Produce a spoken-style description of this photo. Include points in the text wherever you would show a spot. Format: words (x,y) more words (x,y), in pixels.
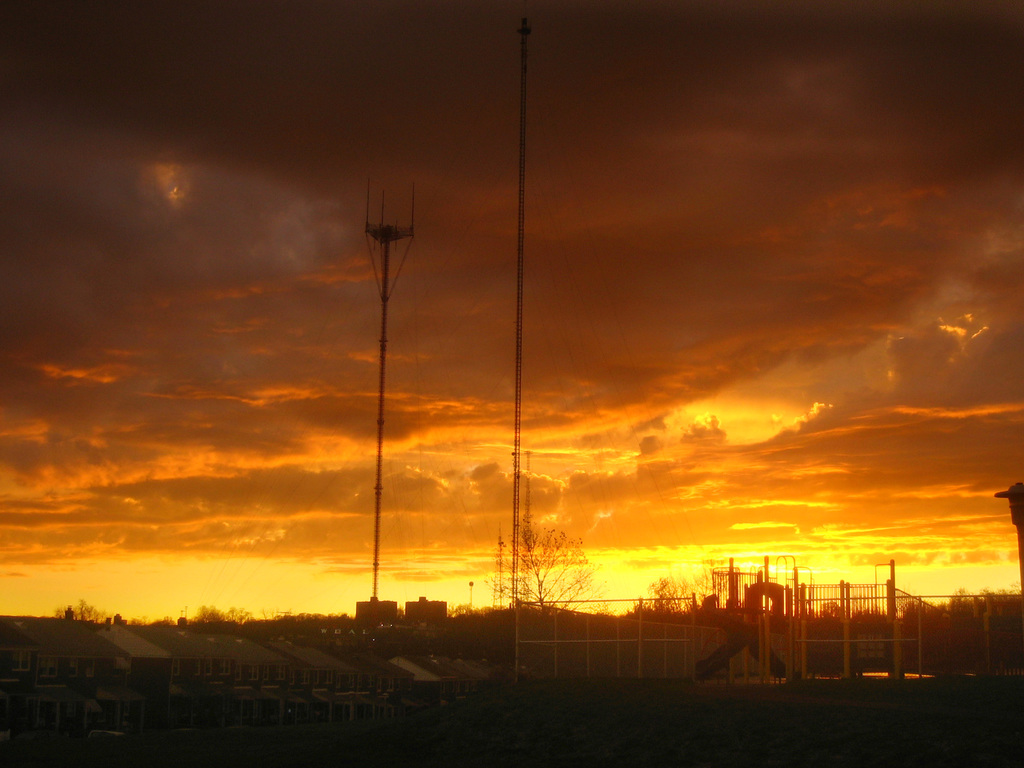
In this image I can see trees (483,657), buildings (7,657) and poles (521,197). There are clouds (662,360) in the sky (699,262).
